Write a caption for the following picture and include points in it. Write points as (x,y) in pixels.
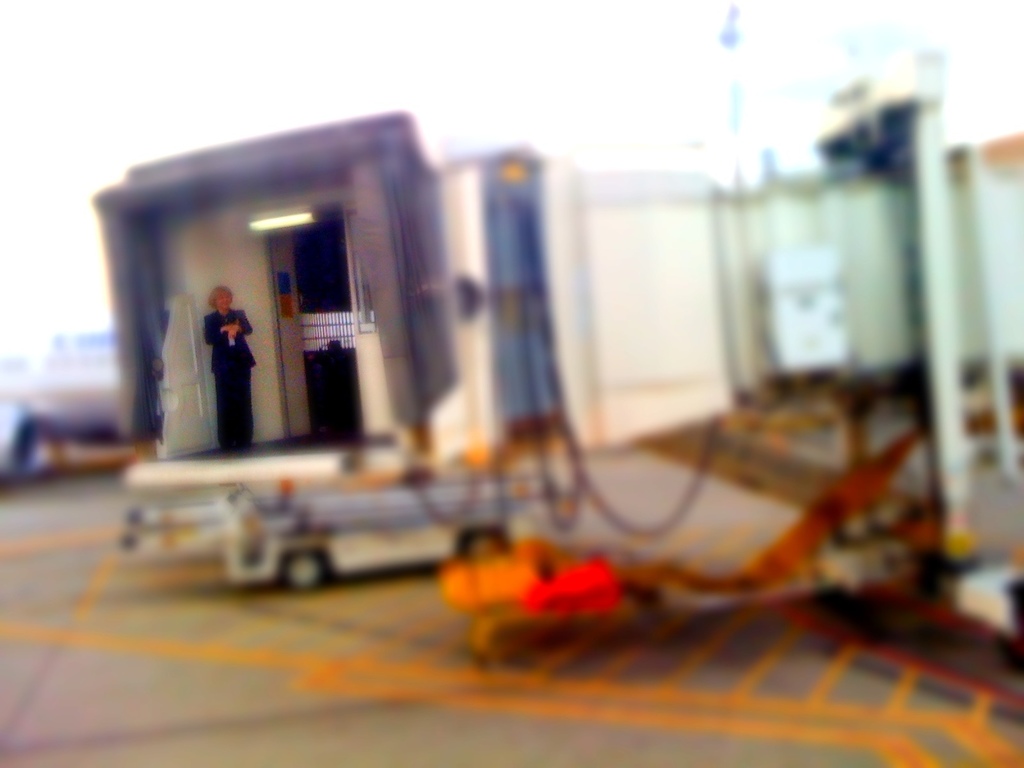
This is a blur image. In the middle of this image (484,334) I can see a vehicle (339,562) on the road (237,673). On the vehicle (200,327) a person (233,366) is wearing a black color dress (246,390) and standing.
